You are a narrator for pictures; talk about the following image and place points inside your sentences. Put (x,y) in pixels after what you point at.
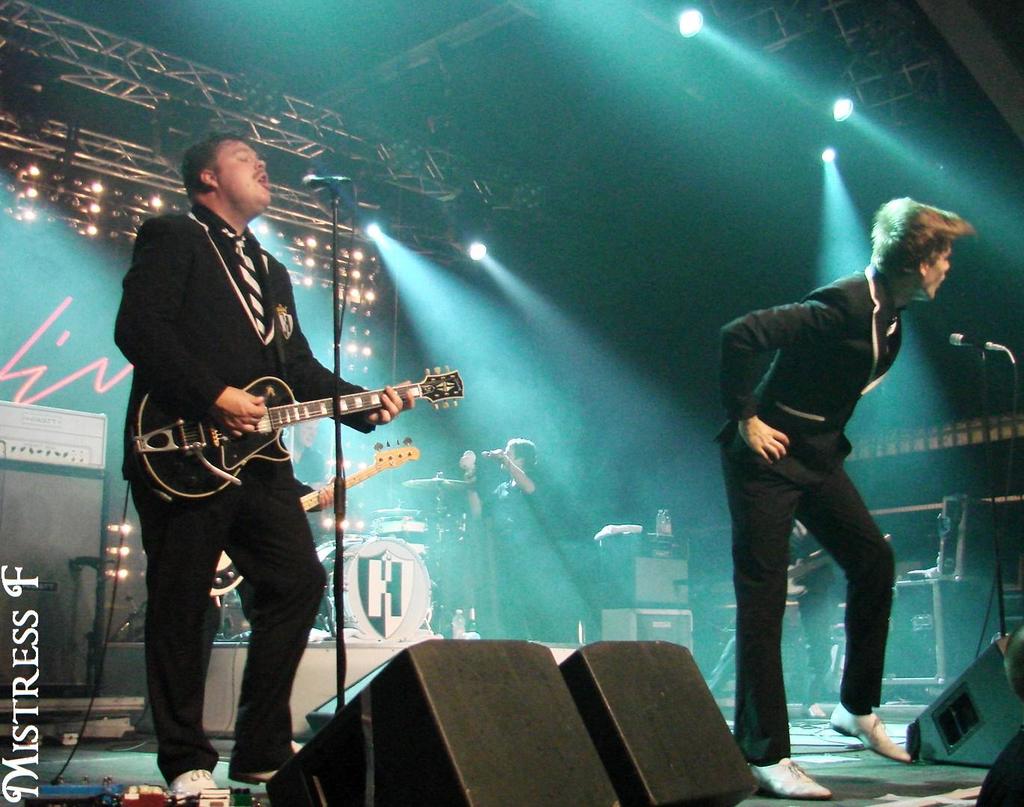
I can see in this image there are two men (252,428), on the left side (250,431) the man (249,425) is playing guitar (287,422) in his hand (252,409) in front of a microphone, on the right side (849,475) a man (843,502) is standing on the stage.
